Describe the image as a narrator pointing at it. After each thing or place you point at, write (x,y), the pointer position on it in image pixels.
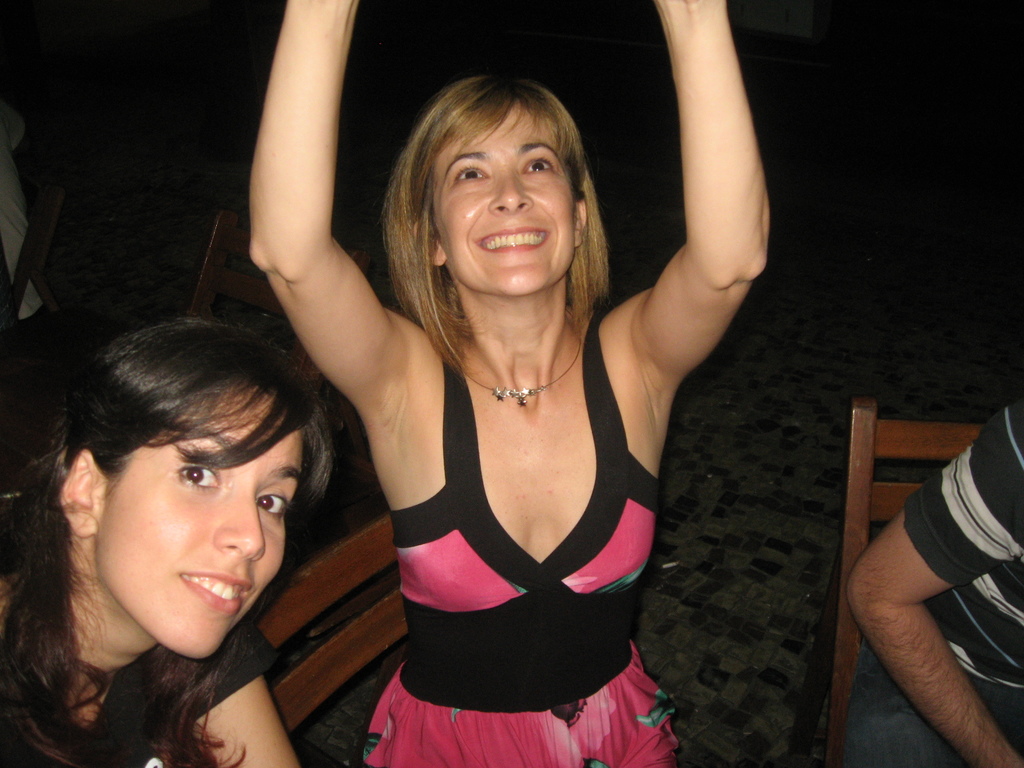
In this image I see 2 women (461,351) and I see a man (964,706) over here who is sitting on a chair (873,451) and I see another chair (389,605) over here and I see that these 2 women (298,501) are smiling and I see that this woman (406,430) is wearing pink and black dress (535,610) and I see another person (6,184) sitting on this chair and it is dark in the background (666,110) and I see the floor (784,532) over here.
